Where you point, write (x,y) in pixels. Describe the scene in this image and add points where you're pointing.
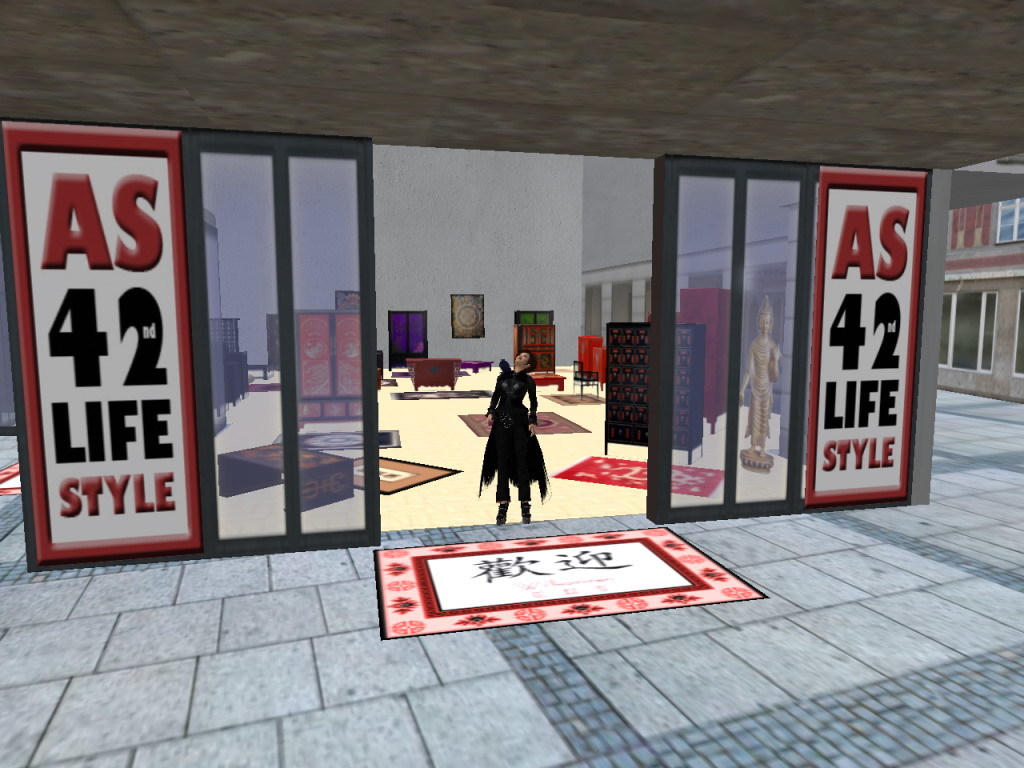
This is an animation and here we can see a person (504,432) wearing a jacket (501,418) and in the background (462,316), there are boards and we can see frames (476,302), chairs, racks (412,343) and there are some stands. At the bottom (413,574), there are mats (434,573) on the floor (423,498) and there is a road (598,680).
